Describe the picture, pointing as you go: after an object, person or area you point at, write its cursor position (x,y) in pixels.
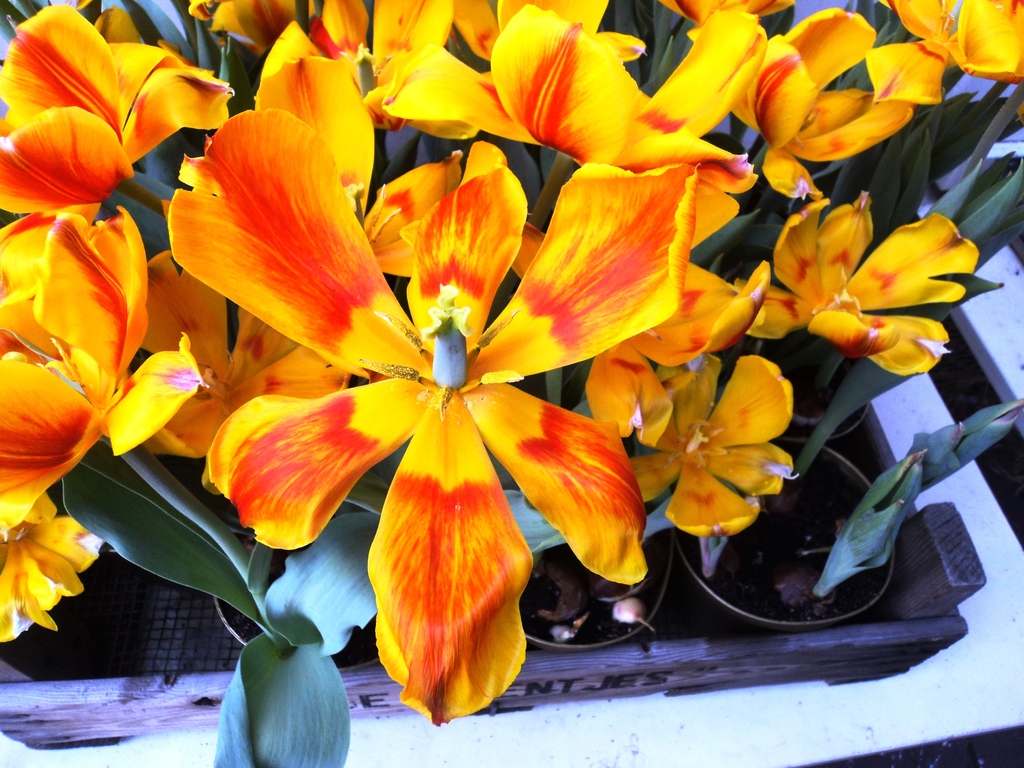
This image is a top view of a potted plants (89,189) with flowers (102,302). I can see a wooden basket (578,692) holding the potted plants (515,534).
